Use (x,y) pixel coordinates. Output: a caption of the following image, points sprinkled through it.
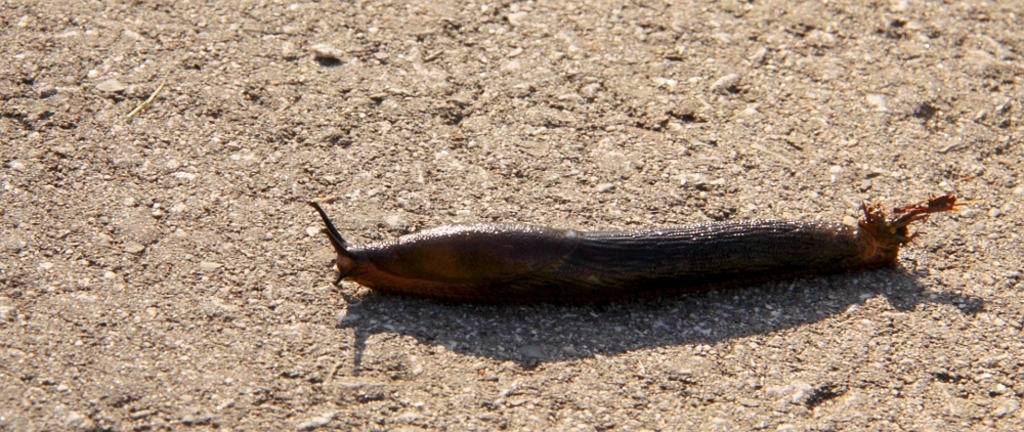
In this picture we can see a slug (449,245) on the ground (638,190).
